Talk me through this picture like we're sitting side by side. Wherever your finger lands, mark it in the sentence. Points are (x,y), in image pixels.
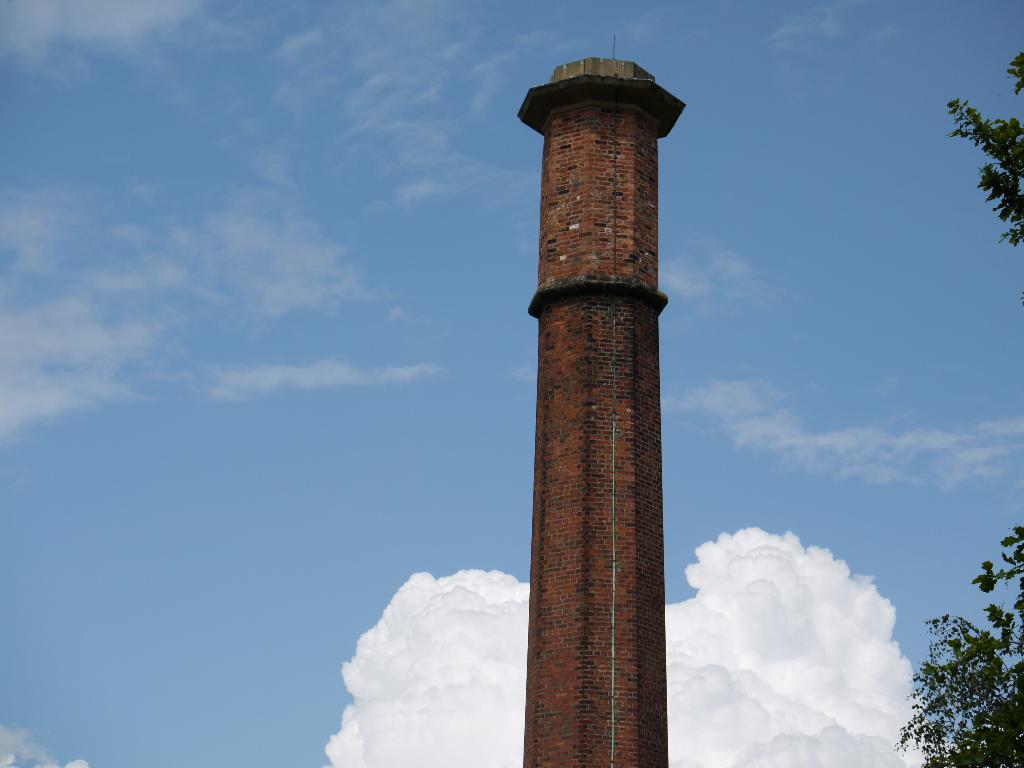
In the foreground of this image (604,467), there is a building tower (611,377) and on the right (1021,213), there is tree (1016,654). In the background (352,365), there is the sky (323,346) and the cloud (265,251).
